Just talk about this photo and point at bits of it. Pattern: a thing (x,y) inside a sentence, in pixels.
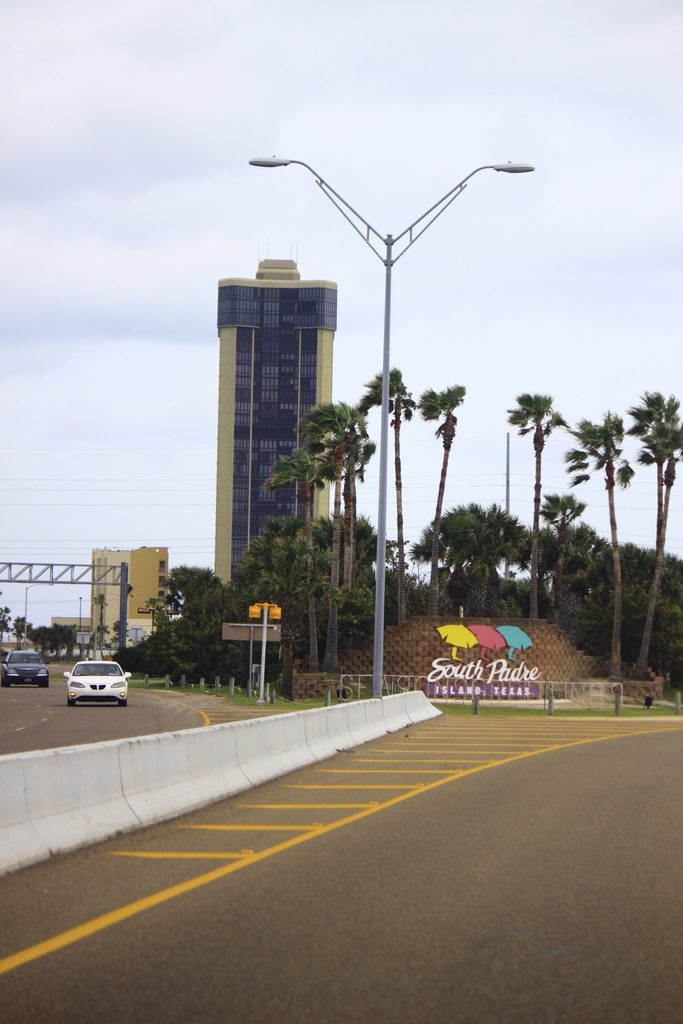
In this image we can see a few vehicles (35,653) on the road (37,698), there are some trees (373,534), poles (384,466), lights (275,615), boards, arch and barricades (250,760), we can see a board (514,691) with some text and images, in the background (196,558) we can see the sky (580,275) with clouds (188,542).
